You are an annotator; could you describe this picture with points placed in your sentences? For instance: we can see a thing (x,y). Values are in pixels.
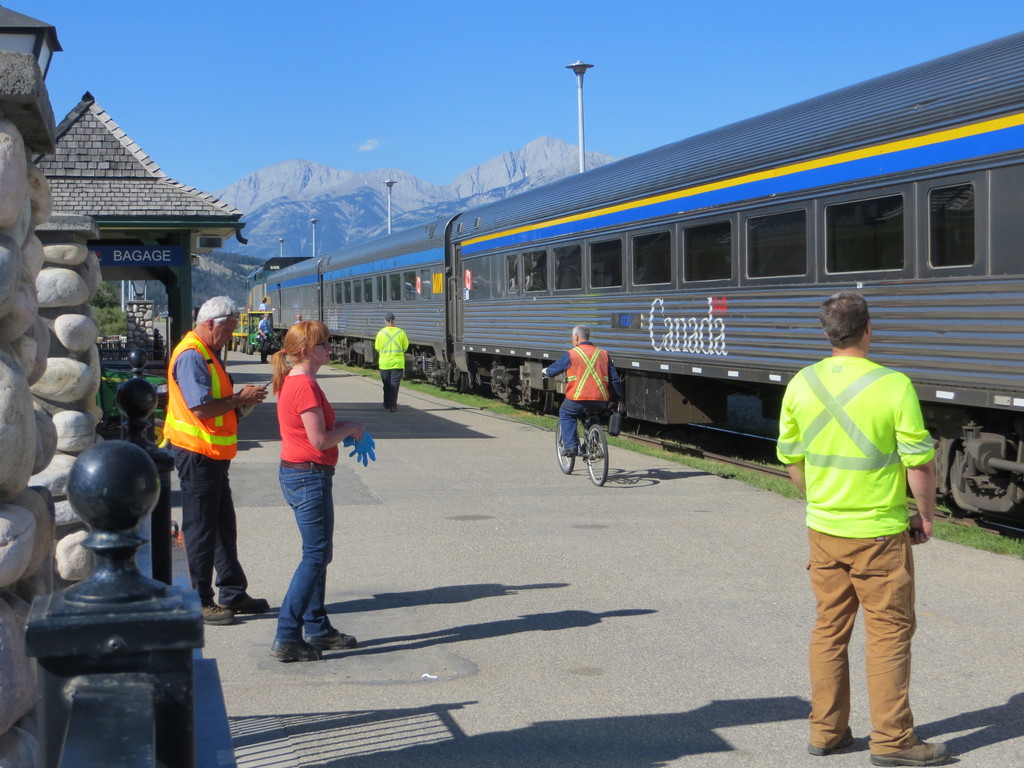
In this picture I can see people (302,390) standing on the surface (379,499). I can see a person (579,382) riding bicycle (590,430) on the right side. I can see the railway bogies (705,274) on the right side (706,295). I can see mountains (417,210) in the background (416,192). I can see clouds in the sky (511,87).
